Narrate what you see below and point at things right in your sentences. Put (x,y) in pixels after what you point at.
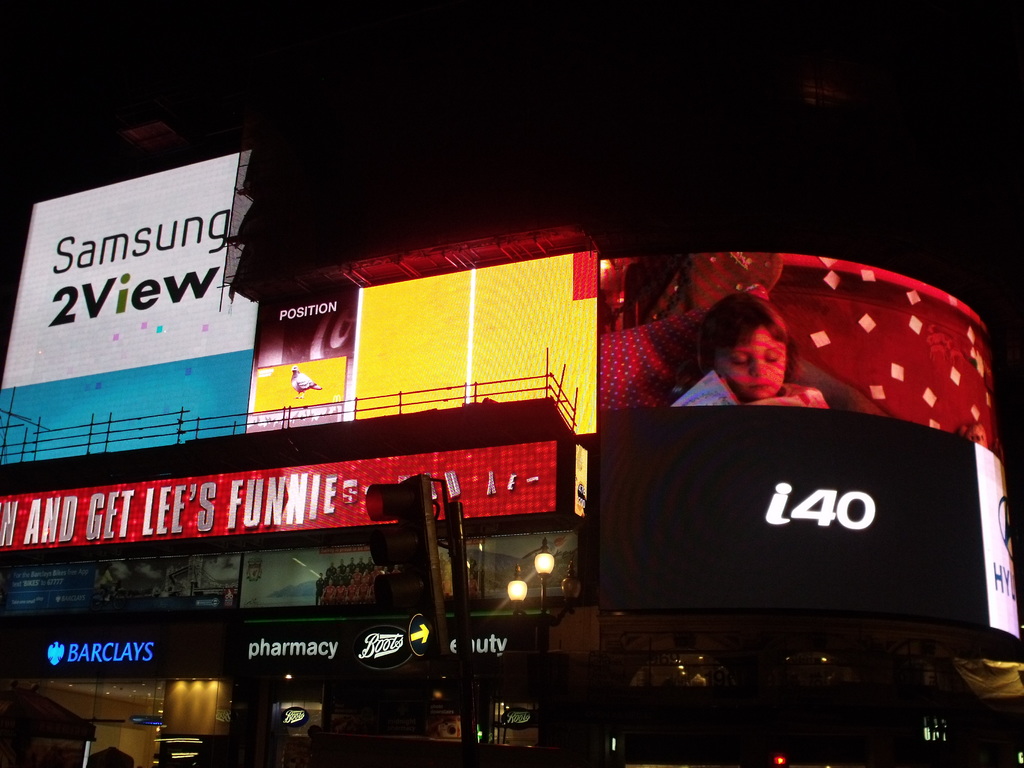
In this image we can see a building (723,630). On the building (346,433) we can see many advertising boards (402,329). On the boards (539,327) we can see the text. In front of the building (481,552) we can see a traffic pole (430,559) and lights (546,552). At the top (400,18) the background is dark.
